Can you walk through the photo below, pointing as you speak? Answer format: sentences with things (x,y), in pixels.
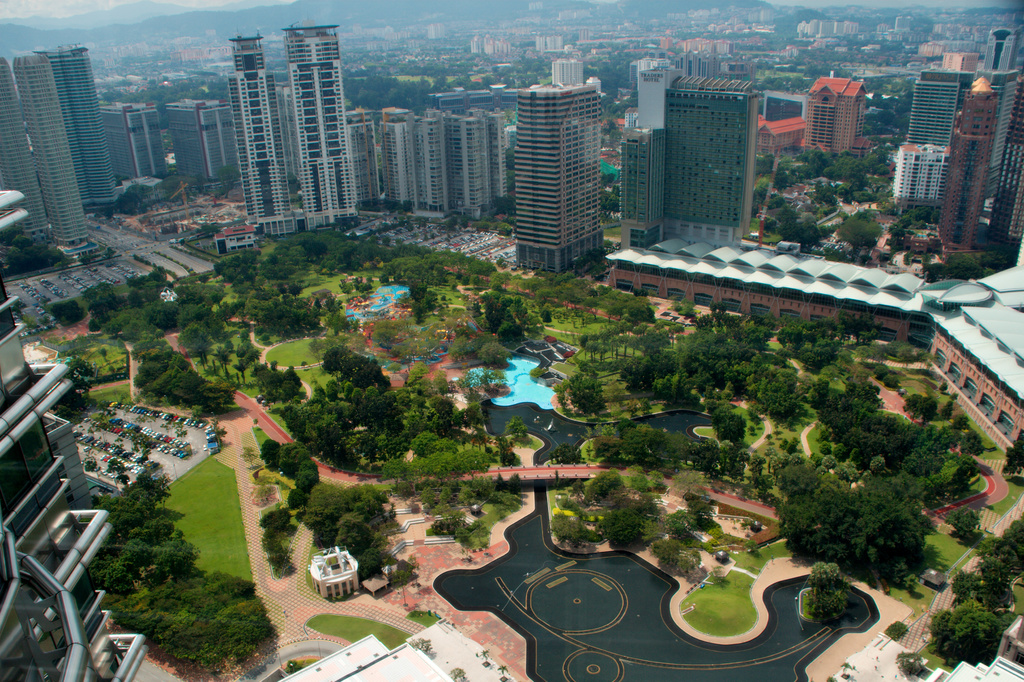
In this image there is a view of the city (499,164), there are buildings (280,126), there are trees (274,258), there are houses (236,239), there is a building (37,478) truncated towards the left of the image (33,447), there is a building (976,357) truncated towards the right of the image (999,363), there is grass (743,596), there are vehicles (161,437) parked.
